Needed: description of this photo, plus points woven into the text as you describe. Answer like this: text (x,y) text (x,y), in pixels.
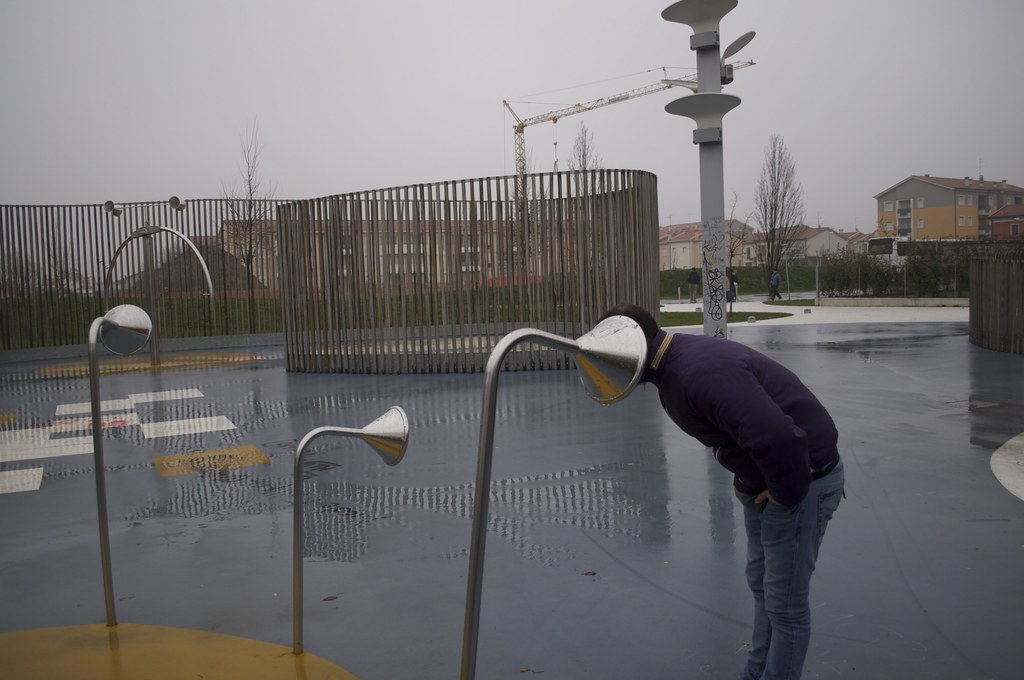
In this image we can see a person (746,401) standing on the road (512,562), grills (527,273), construction crane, tower (669,11), buildings (911,225), trees (890,279), barrier poles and sky (306,144).
